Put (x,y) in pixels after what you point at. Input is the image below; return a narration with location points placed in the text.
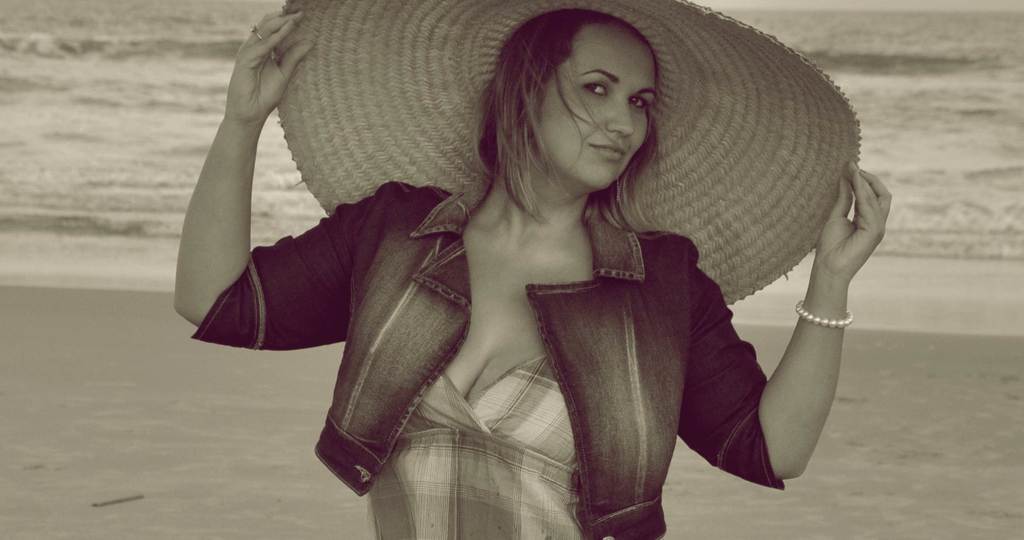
This picture might be taken in a sea shore (940,298). In this image, in the middle (364,290), we can see an woman (450,278) wearing a jacket (732,329) and she is also holding her hat (445,72) with her two hands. In the background (1014,92), we can see water (870,74) in a ocean (1019,314), at the bottom (827,499) there is a sand (762,492).
